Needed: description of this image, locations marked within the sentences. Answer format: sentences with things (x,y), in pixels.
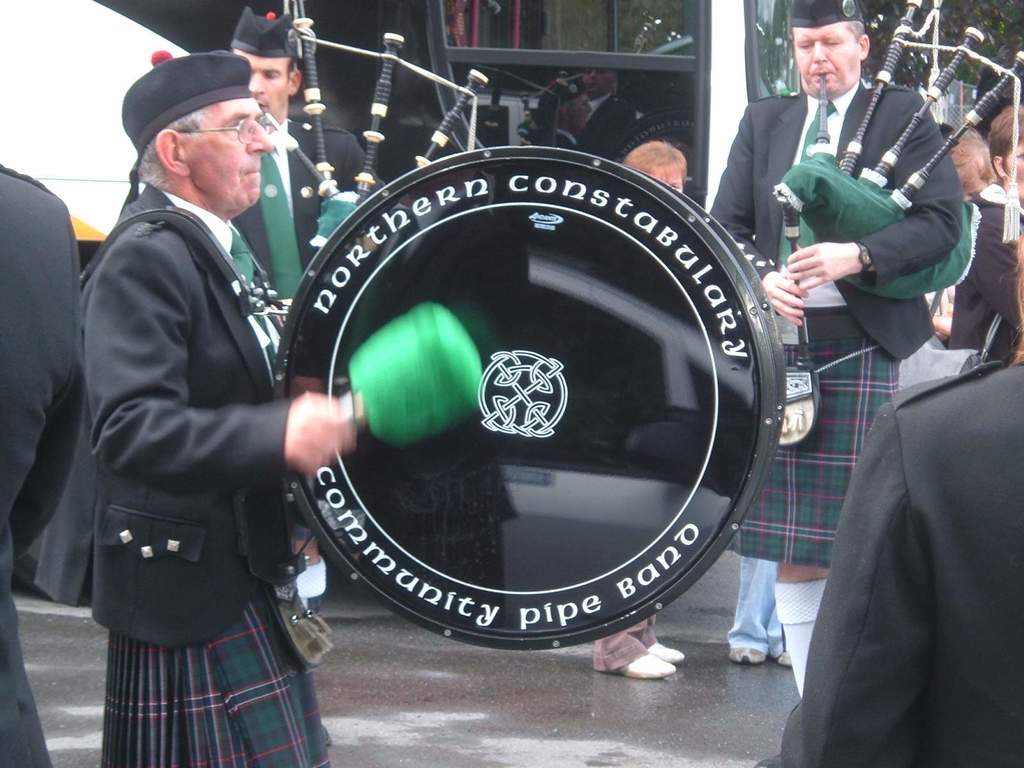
In this image I can see people (967,623) playing musical instruments (488,359). They are wearing caps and uniforms (964,415). There is a bus (787,48) at the back (698,47).
